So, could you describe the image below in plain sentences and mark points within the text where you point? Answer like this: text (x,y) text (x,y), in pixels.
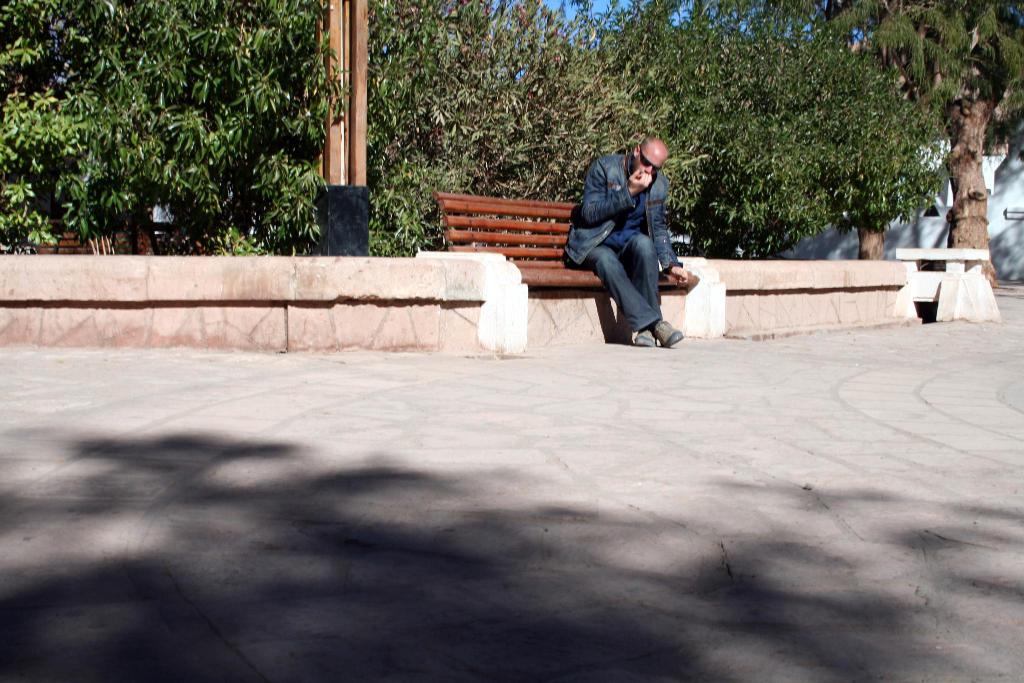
In this image, we can see a person (616,200) wearing glasses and sitting on the bench (561,268) and holding an object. In the background (509,56), there are trees (917,103) and we can see a pole (365,122) and a wall (829,294). At the bottom (465,566), there is a road (471,519).
